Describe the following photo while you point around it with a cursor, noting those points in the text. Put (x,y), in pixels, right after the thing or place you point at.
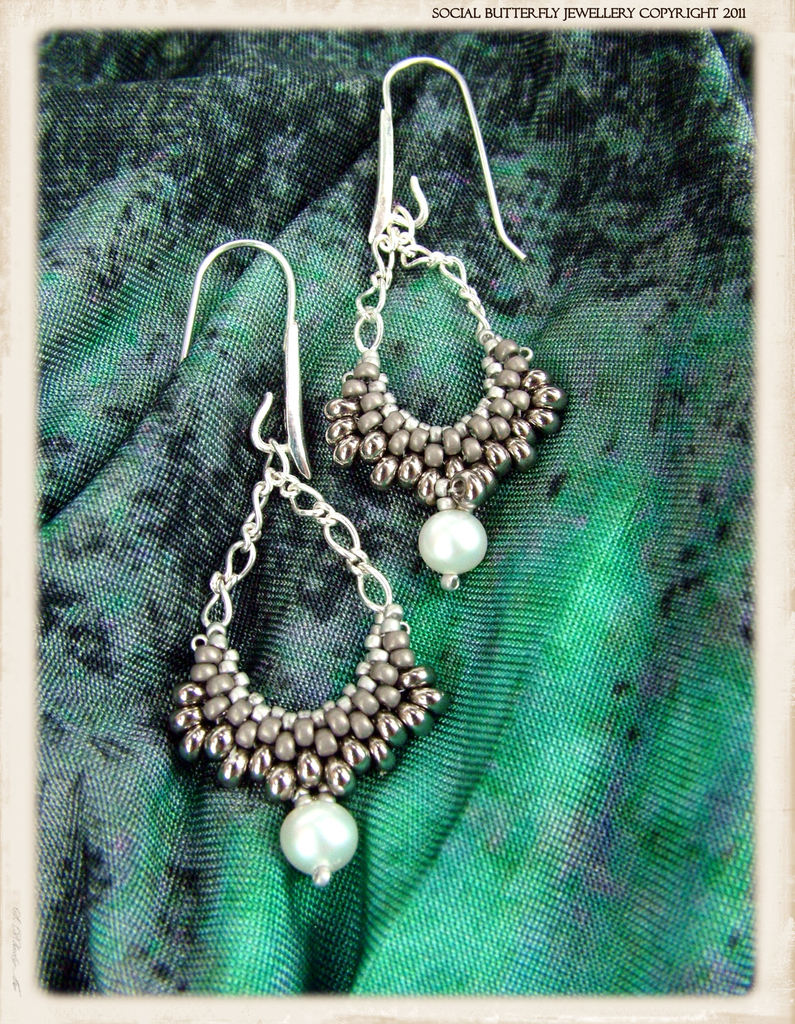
In this picture I can see pair of earrings (264,765) on the cloth (581,682).
